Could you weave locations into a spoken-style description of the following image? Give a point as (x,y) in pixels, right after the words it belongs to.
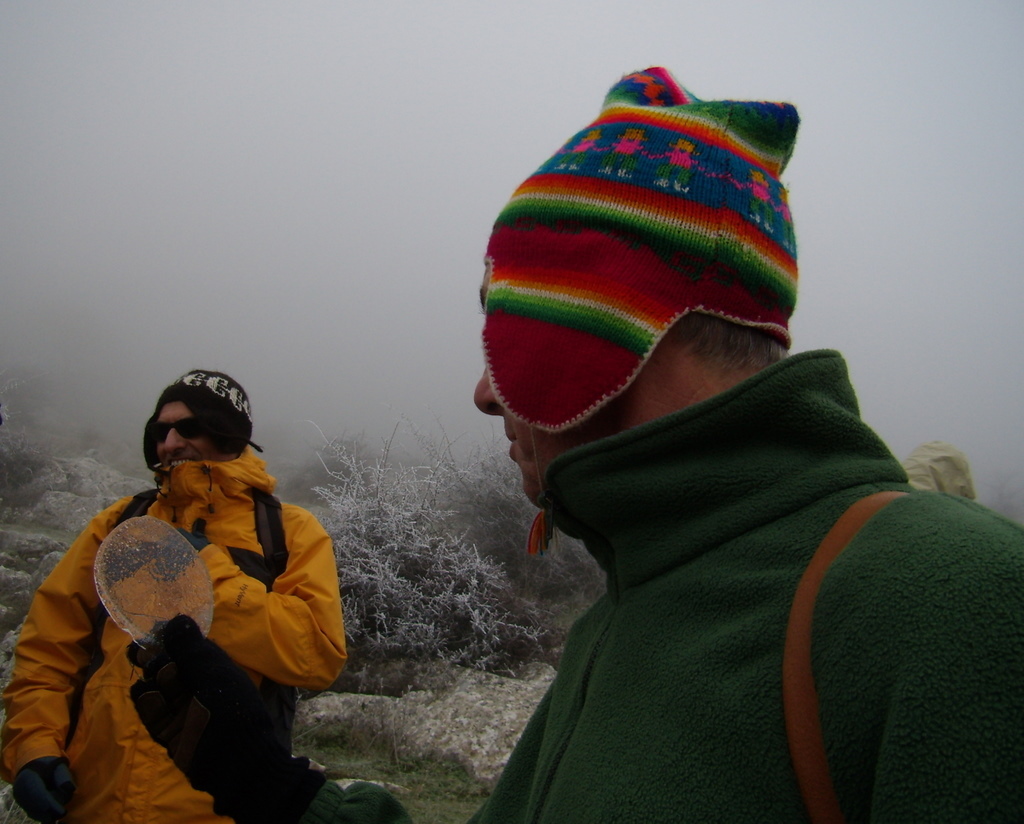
In this picture I can see two persons (626,295) with the monkey caps (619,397), there is a person (203,530) holding a piece of ice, there are plants (509,506) and in the background (372,161) there is fog (207,157).
